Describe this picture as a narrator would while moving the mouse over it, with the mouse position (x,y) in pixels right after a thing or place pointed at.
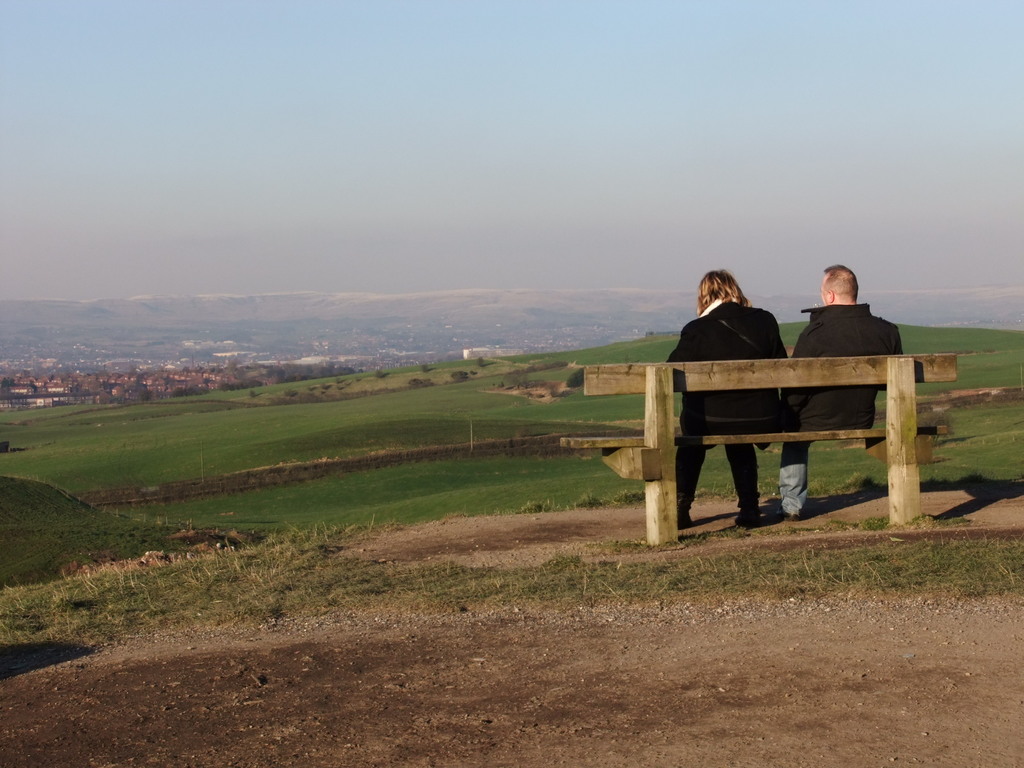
In this image i can see two persons (818,396) sitting on the bench (767,383), at the back ground (302,239) i can see few buildings (271,358) and a sky (434,236).
